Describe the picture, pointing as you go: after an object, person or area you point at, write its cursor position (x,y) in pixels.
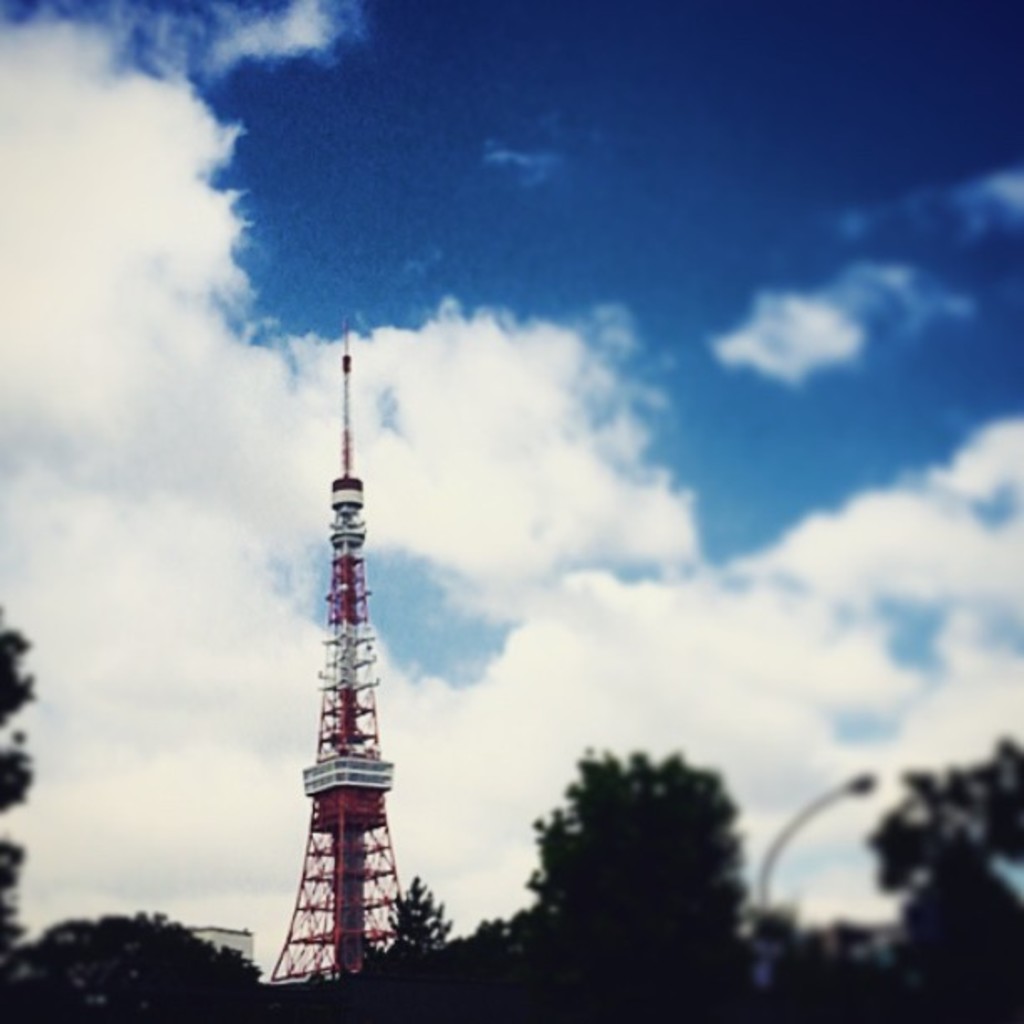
In this image we can see the tower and in the background (567,409), we can see the sky (671,163) and cloud (166,265).
